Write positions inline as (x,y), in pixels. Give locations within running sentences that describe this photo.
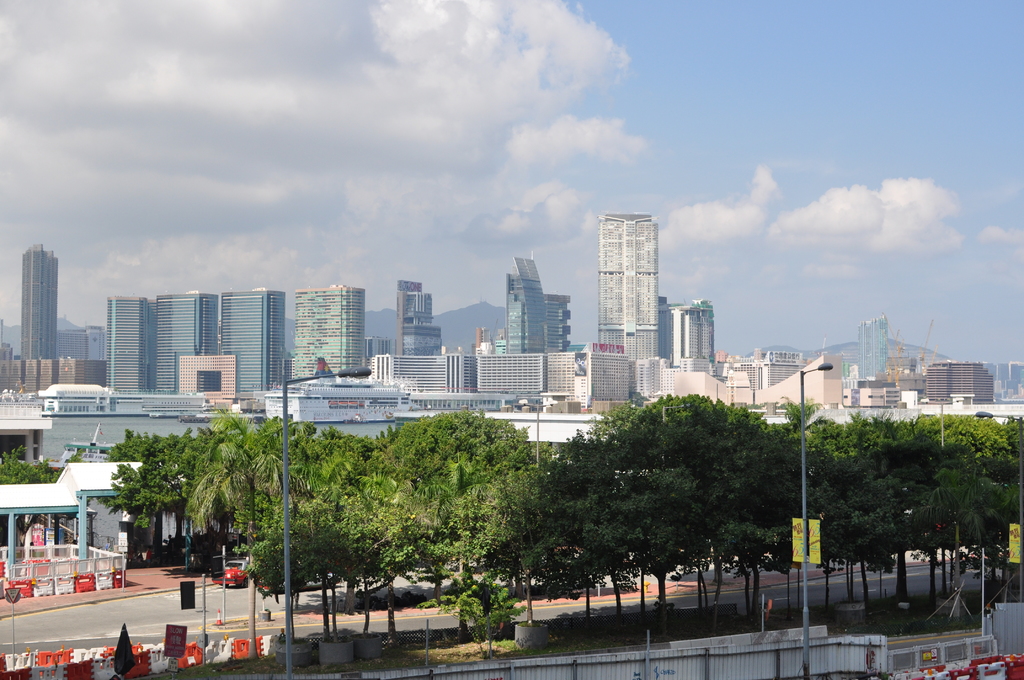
Sky (553,168) is cloudy. In this image we can see buildings (379,350), light poles (804,508), hoardings (811,541), fence (902,659) and trees (460,513).
